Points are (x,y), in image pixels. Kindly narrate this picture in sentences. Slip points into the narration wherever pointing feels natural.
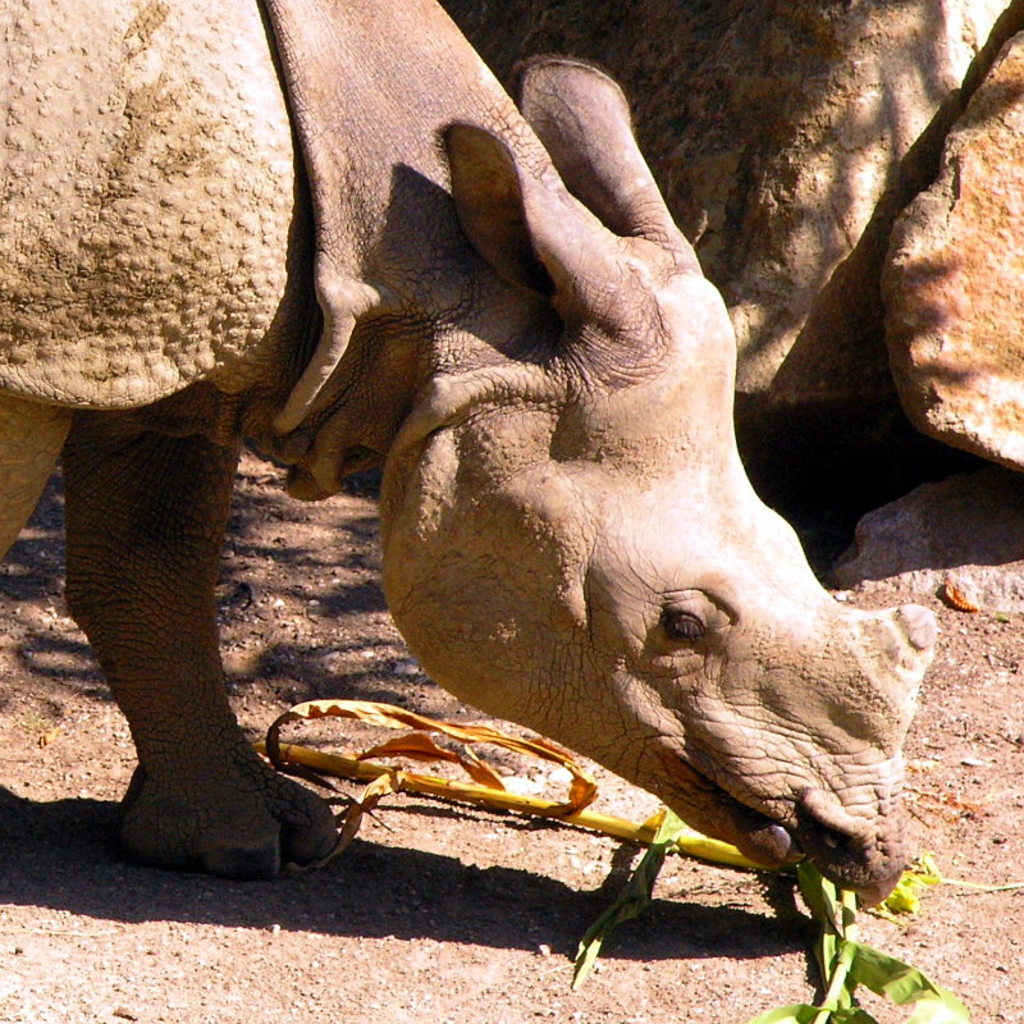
This image consists of a rhino (651,673) eating grass (827,900). In the background (825,201), there are rocks (783,191). At the bottom (321,934), there is ground (320,934).
